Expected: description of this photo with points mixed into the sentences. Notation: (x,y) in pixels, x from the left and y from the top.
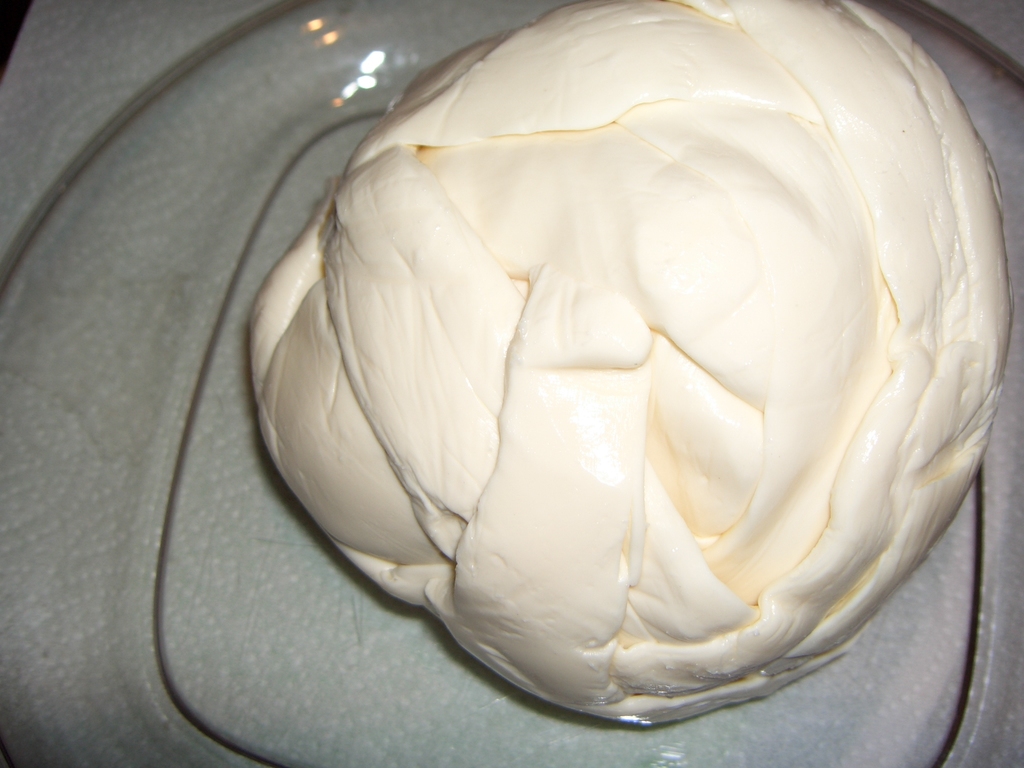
In this picture I can see a food item (409,419) on the plate (196,394), on an object (94,86).
